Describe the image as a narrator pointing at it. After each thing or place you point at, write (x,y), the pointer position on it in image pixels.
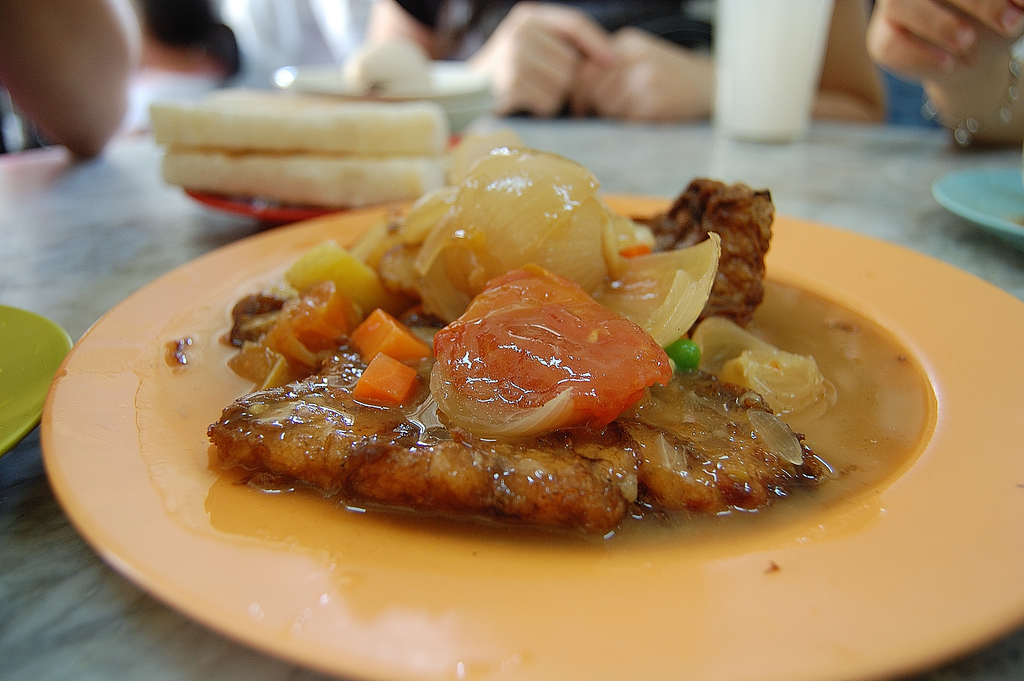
In this image we can see there is a table (926,206), on the table (786,155) there are plates (130,345), glass (767,24) and some food items (558,272) on it. And at the back (711,75) there are persons (648,74).
